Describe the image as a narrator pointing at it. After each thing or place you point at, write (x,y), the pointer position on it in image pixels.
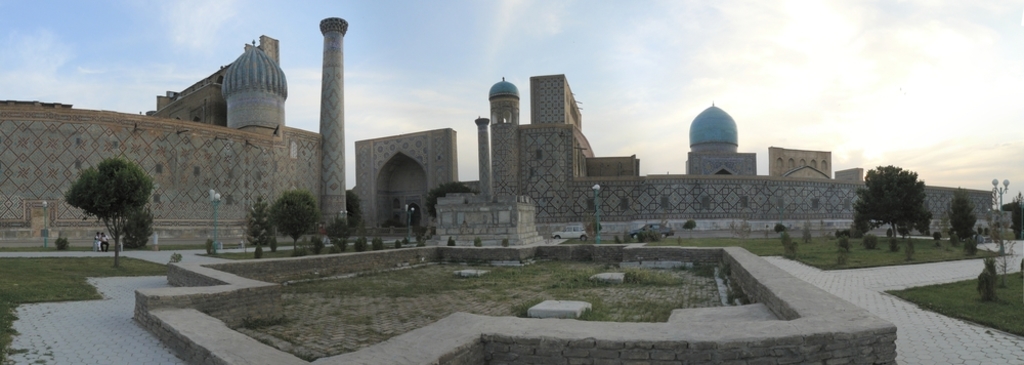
In the foreground of this image (793,343), this is a archaeological place (178,171) where we can see, trees (341,232), lawns (370,294), poles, lights (216,232), vehicles (655,229) moving on the path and in the background (669,57), we can see the sky (622,59) and the cloud (635,68).
